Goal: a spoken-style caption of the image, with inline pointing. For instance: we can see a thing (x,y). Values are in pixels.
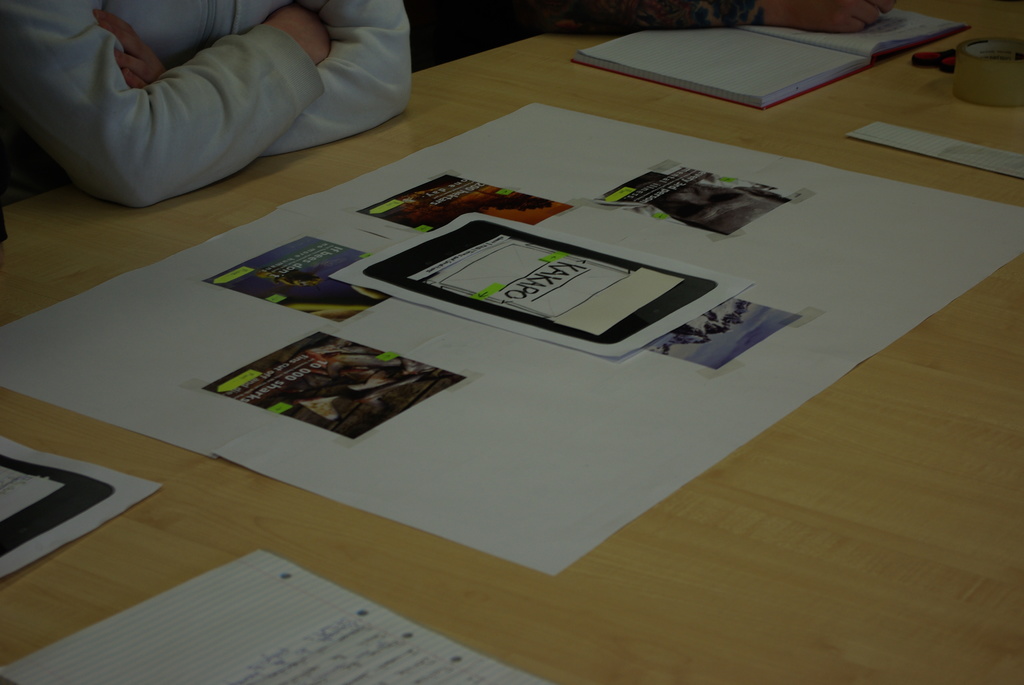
In this picture we have some group of papers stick to another paper (868,208) in the table (855,655) and there is a book (935,29), tape (1000,42) and scissors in the table (817,91) and at back ground (283,117) we have some persons (195,183).
